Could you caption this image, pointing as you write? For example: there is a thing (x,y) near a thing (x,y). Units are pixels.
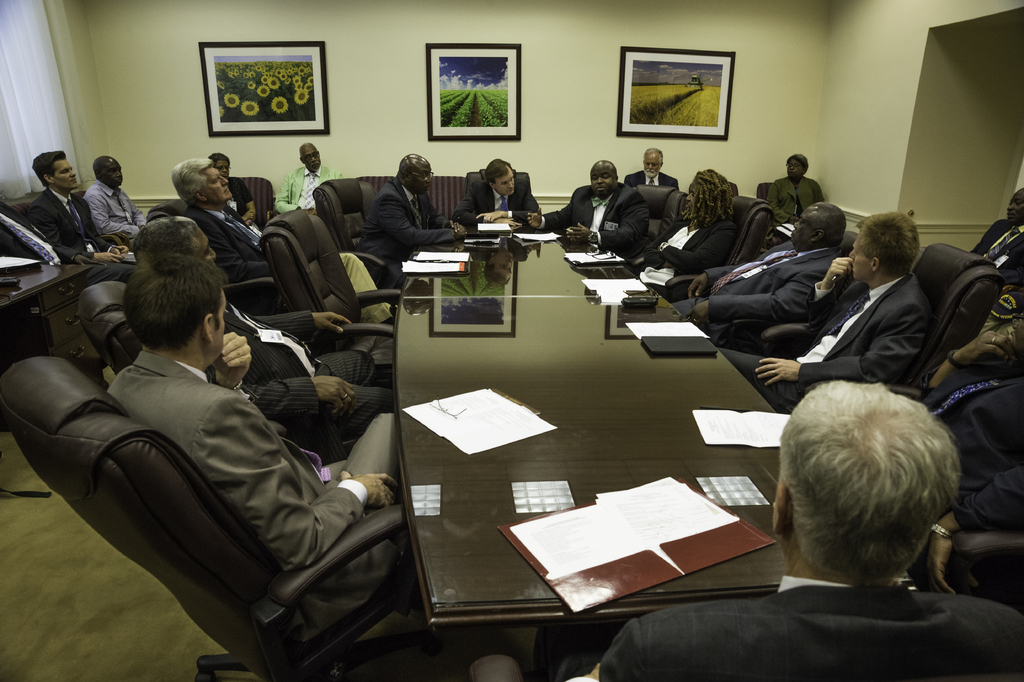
This Image is clicked in a room (376,121) where there is a table (461,326) and chairs (340,231) around the table (548,294). People (791,385) are sitting on chairs (328,648) around the table (534,273). There are photo frames (652,130) on the wall (742,118). On the table (633,467) there are files (666,515), papers (495,441), specs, books (661,344). There is a curtain (41,80) on the left side (38,143) top corner.
